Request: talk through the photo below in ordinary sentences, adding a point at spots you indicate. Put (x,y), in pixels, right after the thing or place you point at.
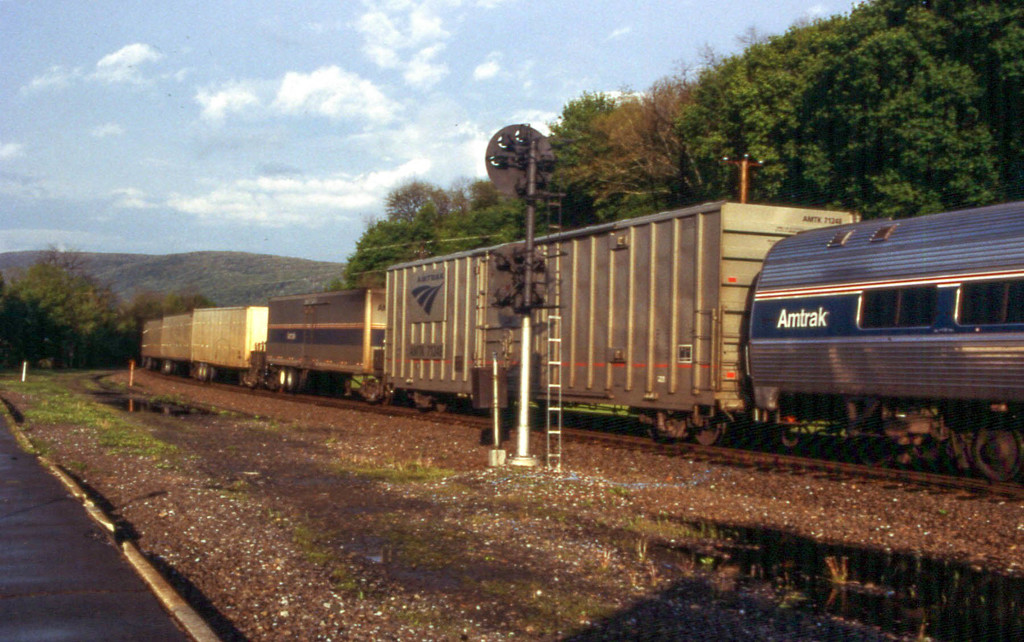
In this picture we can see the cargo train (430,366) moving on the track (295,396). Behind there are some trees (519,207). In the front (535,252) bottom side there is a pole (525,358) and ground (382,483).
